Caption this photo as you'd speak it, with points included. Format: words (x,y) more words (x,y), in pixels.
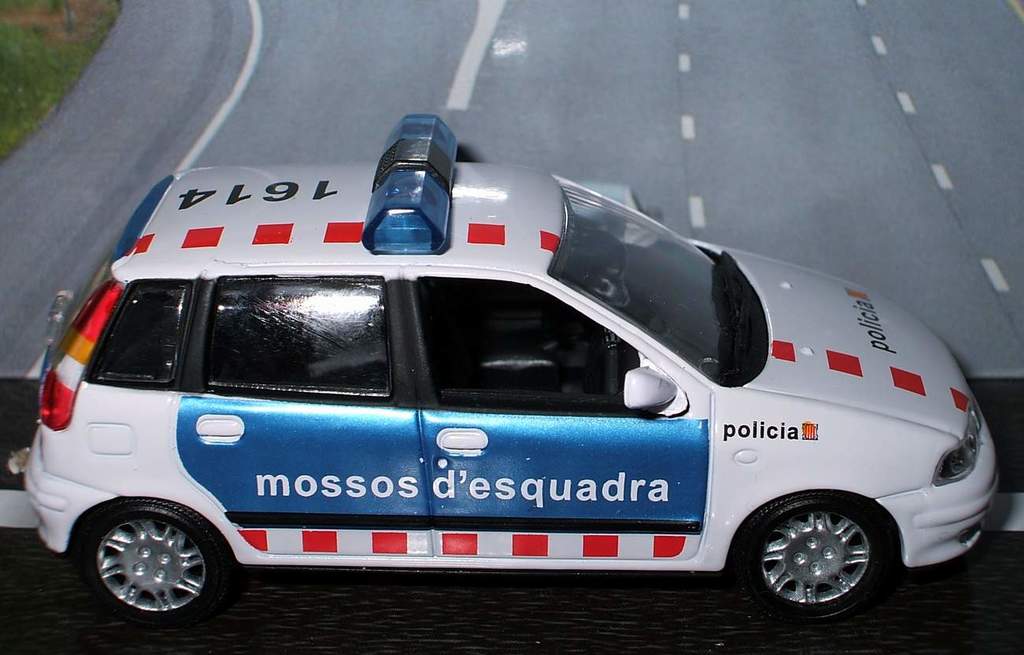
This picture shows a toy police car (585,220) and we see picture (507,101) of a road (145,43) on the background (187,65).
